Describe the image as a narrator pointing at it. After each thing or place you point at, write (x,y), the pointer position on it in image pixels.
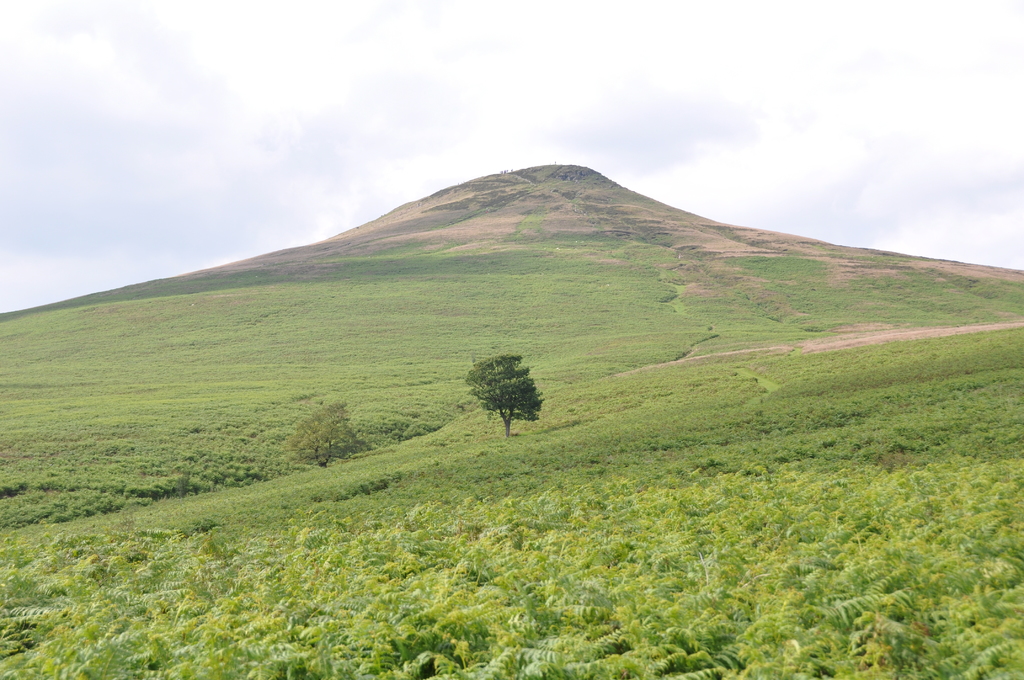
There are trees (533,412) in the middle of the picture (533,397). At the bottom of the picture (644,607), we see plants (495,496) and grass (546,460). We even see a hill (458,200) in the background (529,274) and at the top of the picture (372,155), we see the sky (865,227).
